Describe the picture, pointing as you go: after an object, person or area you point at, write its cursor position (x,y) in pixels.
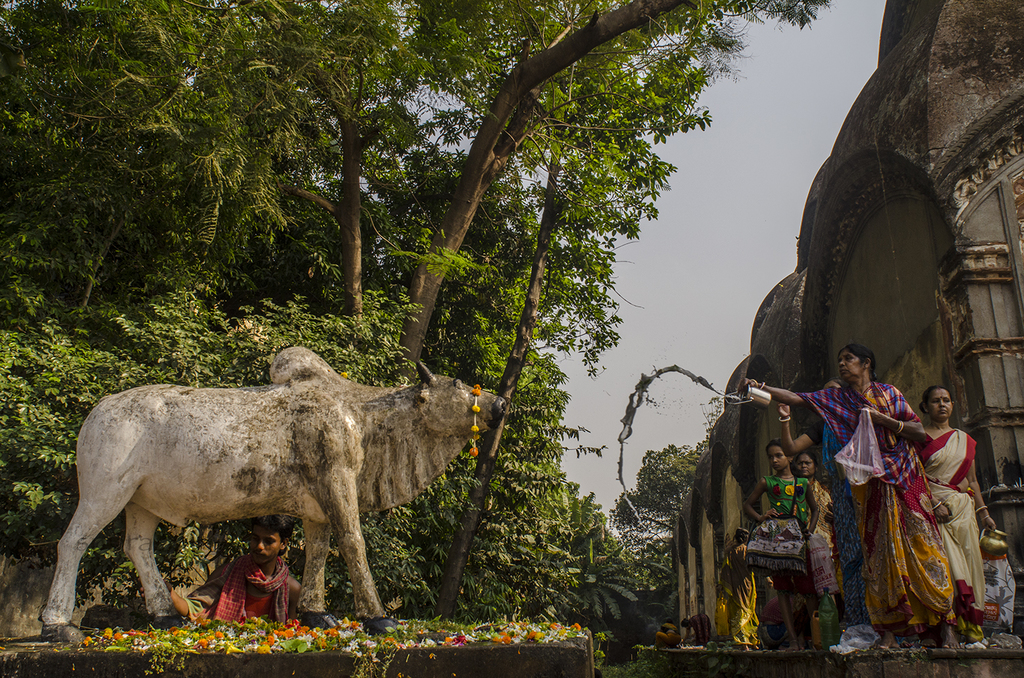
In the image there is a cow (223,444) and it looks like a sculpture (257,474), behind the cow (274,441) there is a man (248,601) and there are a lot of flowers (492,629) around the sculpture (377,620), on the right side (724,561) there are few people (841,495) and they are standing beside a temple (883,230) and in the background (22,310) there are trees (433,509).
